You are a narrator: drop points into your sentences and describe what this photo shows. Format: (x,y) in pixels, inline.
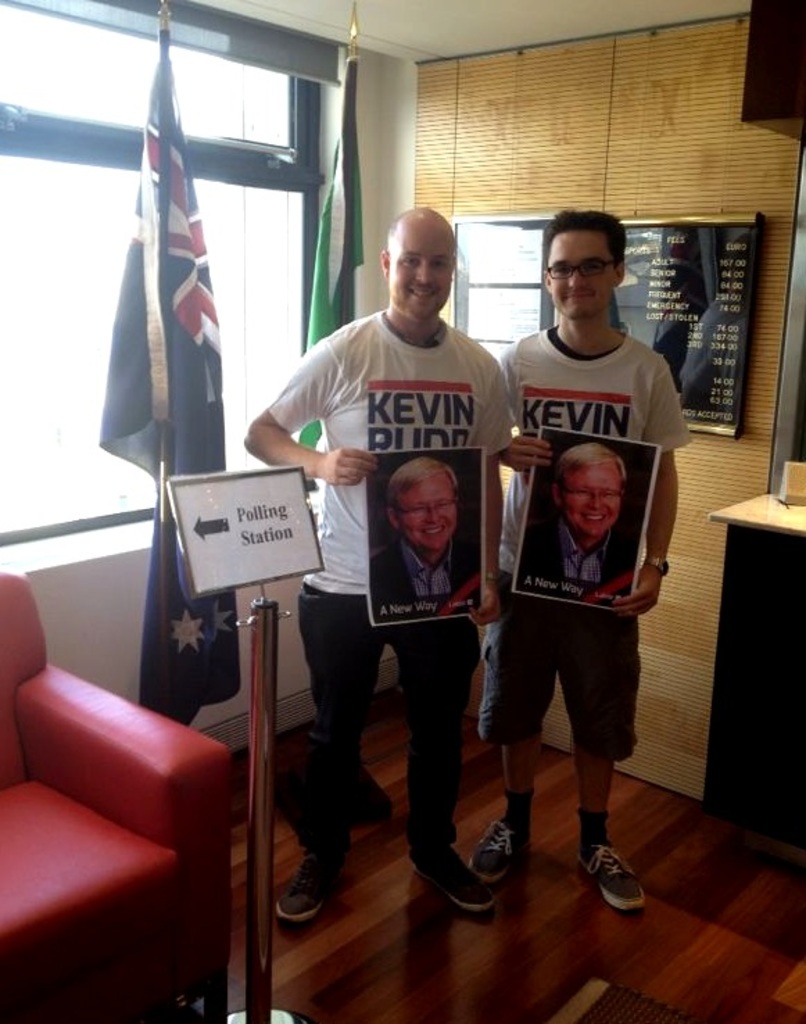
This image is taken indoors. At the bottom of the image (416,924) there is a floor (732,903). At the top of the image (453,13) there is a ceiling (492,38). In the background (446,180) there is a wall (417,159) with a window (49,215) and there are two flags (348,236). There is a board (671,286) with a text (658,257) on it. On the right side of the image (753,612) there is a table (748,605). In the middle of the image (454,370) two men (440,402) are standing on the floor (519,896) and they are holding posters (531,537) with an image (430,535) of a man (438,543) in their hands (366,468). On the left side of the image (98,757) there is a couch (131,826) and there is a board (261,532) with a text (259,519) on it.
